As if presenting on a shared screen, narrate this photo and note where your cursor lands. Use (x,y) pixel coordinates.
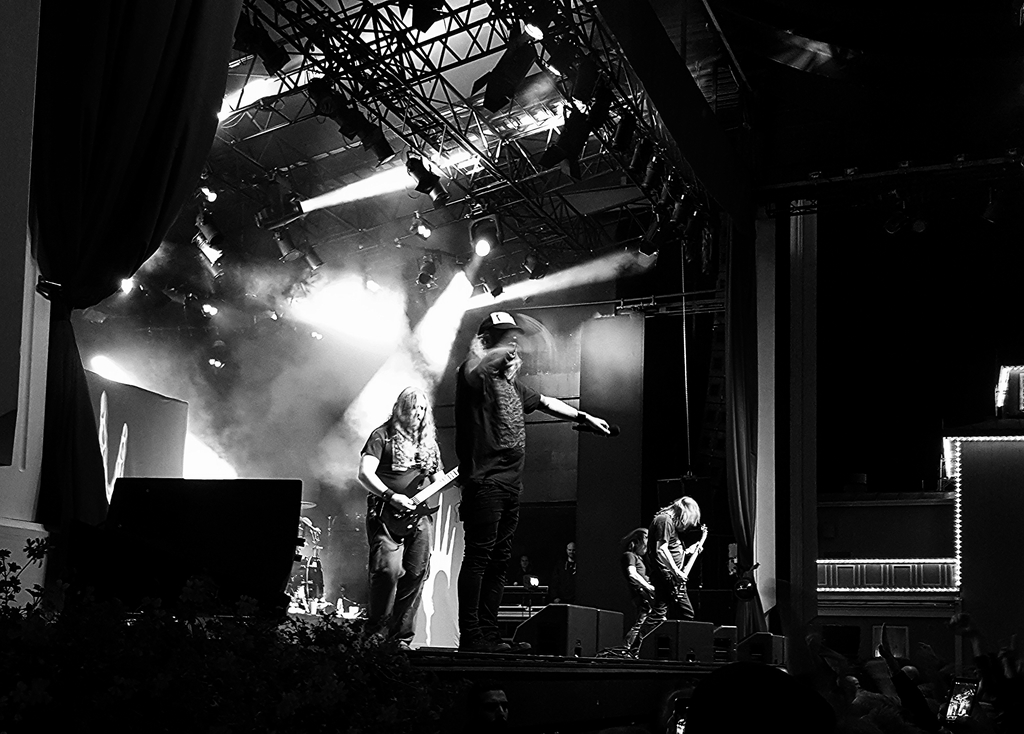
In this picture we can see a four people (697,511) performing on a stage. They are singing on a microphone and playing a guitar (684,583). This is a roof (502,211) with lighting arrangement (476,261). Here we can see a few people (842,672) who are on the right side (975,634).
